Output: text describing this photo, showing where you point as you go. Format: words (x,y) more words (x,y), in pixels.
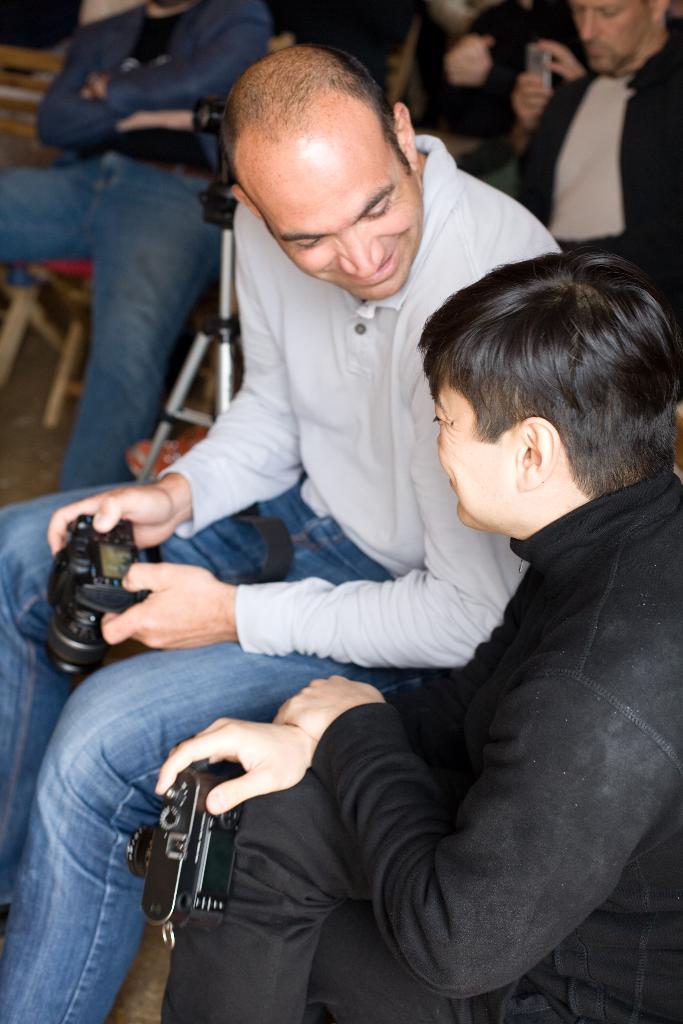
This image consists of chairs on which people (249,489) are sitting. In the front (367,399) there are two people (350,634) who are holding cameras (176,867) in their hands (299,754). One is wearing black dress (441,708) other one is wearing the cream color shirt (334,493) with blue jeans (223,698). He is smiling. Behind them there are so many people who are sitting on chairs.
